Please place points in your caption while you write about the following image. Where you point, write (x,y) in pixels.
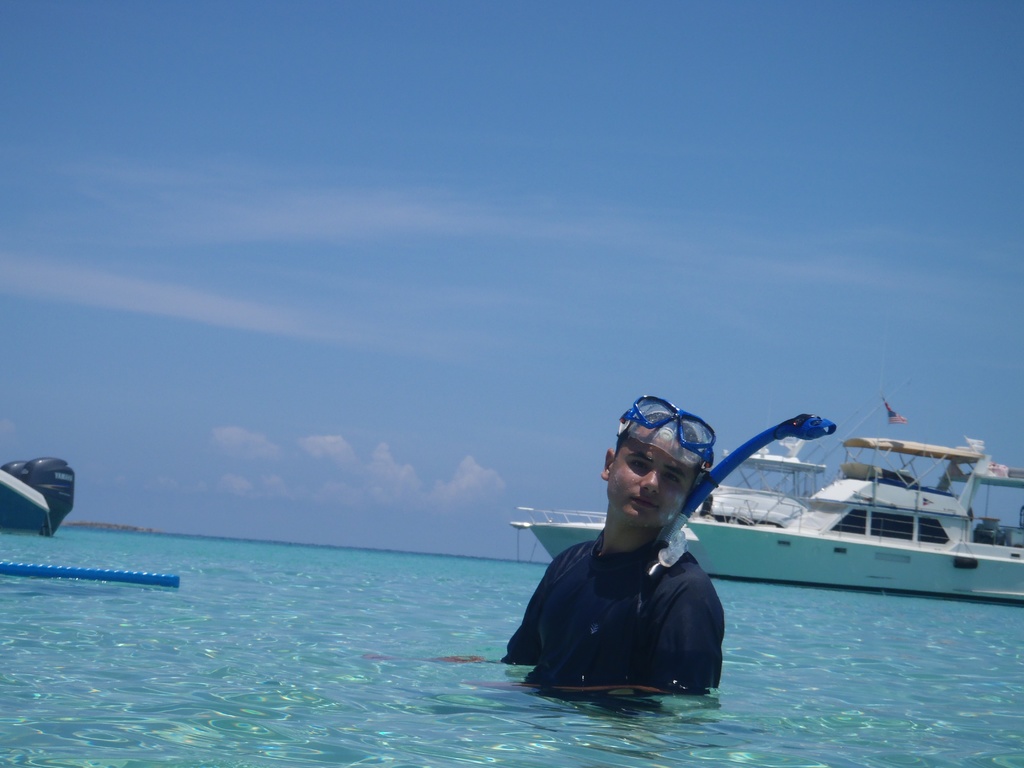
This image consists of a man (670,662) swimming. At the bottom (361,698), there is water (354,692). In the background (825,521), there is a boat (818,547). At the top (297,222), there is a sky (426,365).
